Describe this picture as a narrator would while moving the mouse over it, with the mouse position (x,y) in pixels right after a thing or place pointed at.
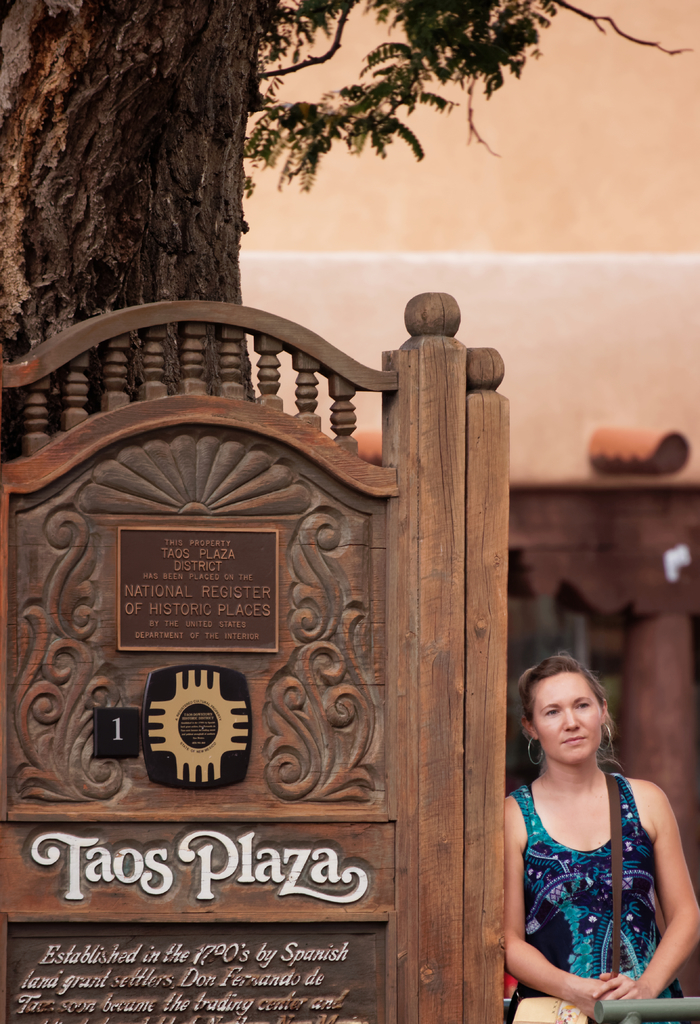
In this image we can see a wooden board (367,659) containing some text (245,860) on it. We can also see a woman (542,947) wearing a bag (571,1006), a wall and the bark (63,396) of a tree (31,138) with some branches (328,57) to it.
